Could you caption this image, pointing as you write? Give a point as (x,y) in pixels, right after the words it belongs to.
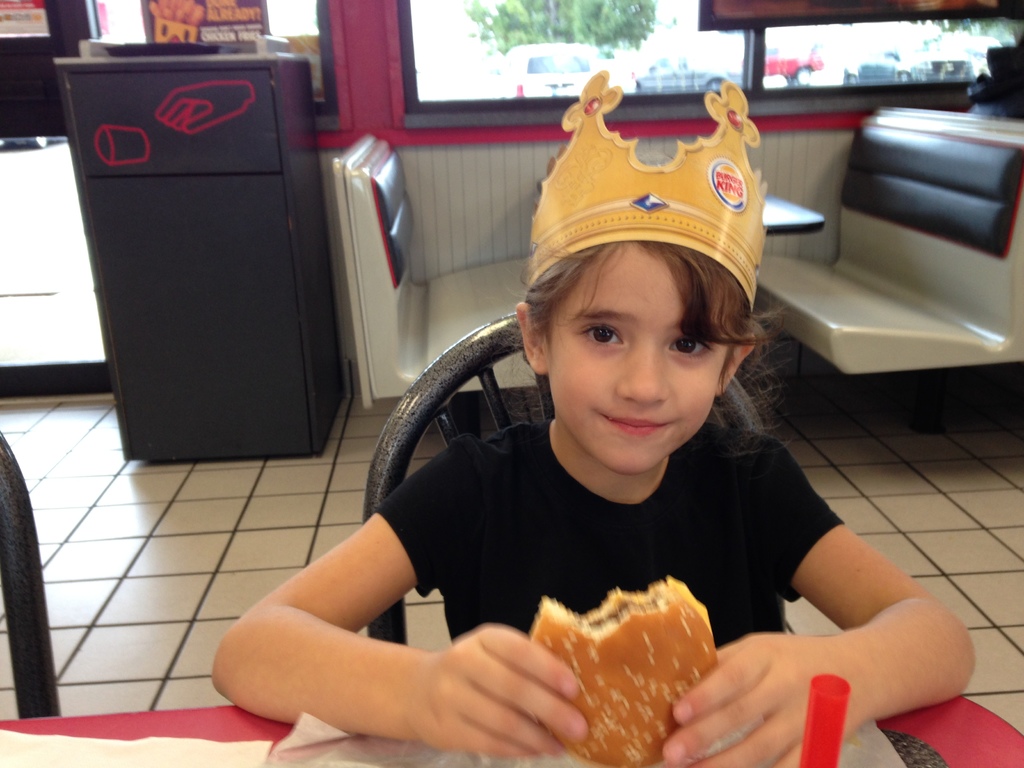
In this image there is a girl (564,440) sitting on the chair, she is holding an object (622,685), there is a table (970,722) towards the bottom of the image (293,758), there are objects (818,725) on the table (207,721), there are seats (386,233), there is a wall (497,196), there are windows (742,47) towards the top of the image (864,67), there are vehicles (564,66), there is a tree (601,42) towards the top of the image (615,34), there is an object (189,349) on the floor (251,468), there is a paper (238,28) on the glass window (282,32), there is text (237,13) on the paper (211,28).
